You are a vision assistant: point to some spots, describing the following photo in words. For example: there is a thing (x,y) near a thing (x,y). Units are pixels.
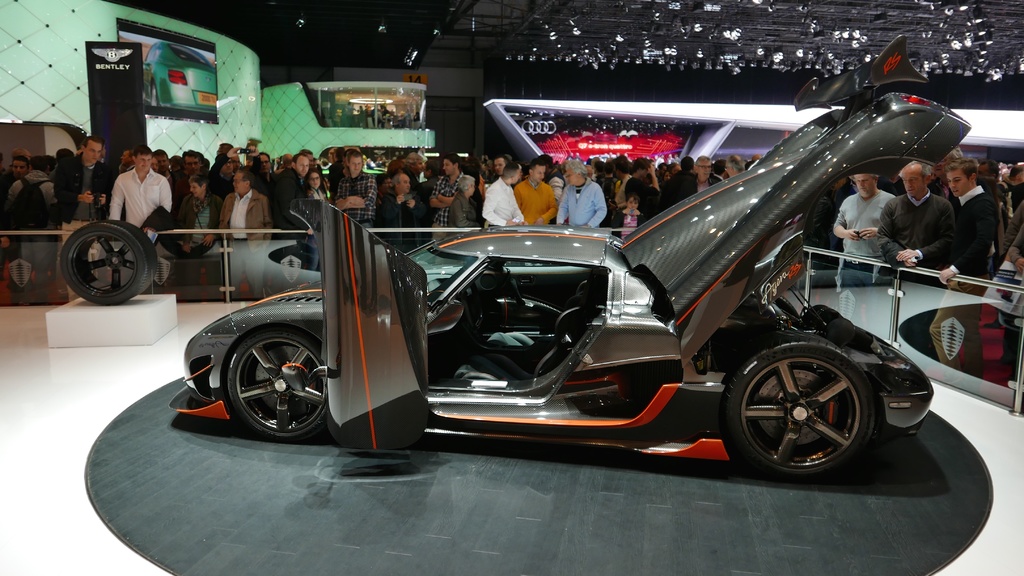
In the image it looks like a car expo, there is a car (641,253) in the foreground (371,281) and around the car (613,244) there is a crowd (377,177), behind them there are logos (105,55) of other vehicles (158,67).
